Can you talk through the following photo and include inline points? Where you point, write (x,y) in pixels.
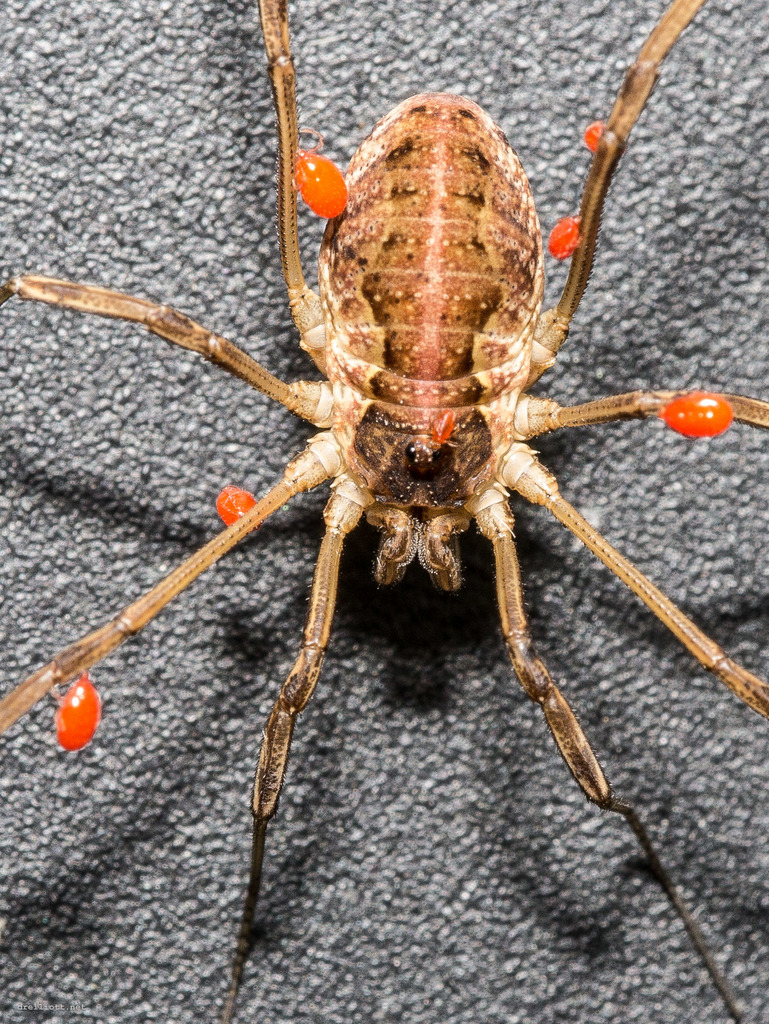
In this picture we can see a spider (427,511).
